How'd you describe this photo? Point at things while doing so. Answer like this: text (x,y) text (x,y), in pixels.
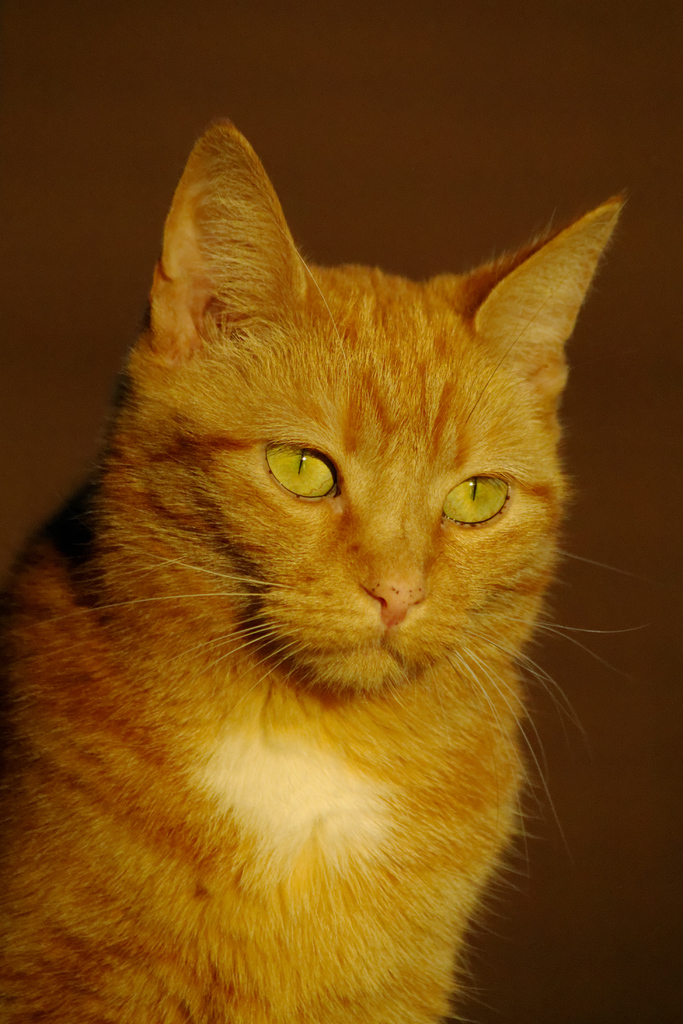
In this image there is a cat (143,811). Behind the cat (117,951) there is a wall (569,148).
